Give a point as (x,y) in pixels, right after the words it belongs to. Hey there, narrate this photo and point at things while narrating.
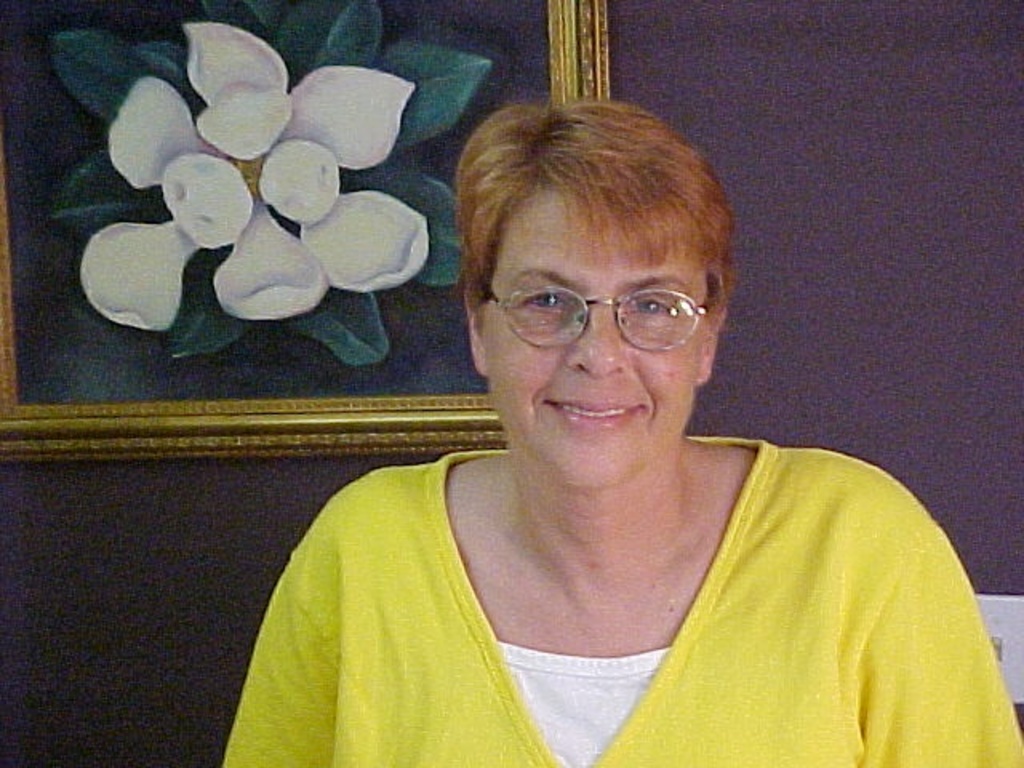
In the picture I can see a woman (604,616) wearing yellow dress (759,616) is smiling and there is a photo frame (240,199) attached to the wall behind her.
